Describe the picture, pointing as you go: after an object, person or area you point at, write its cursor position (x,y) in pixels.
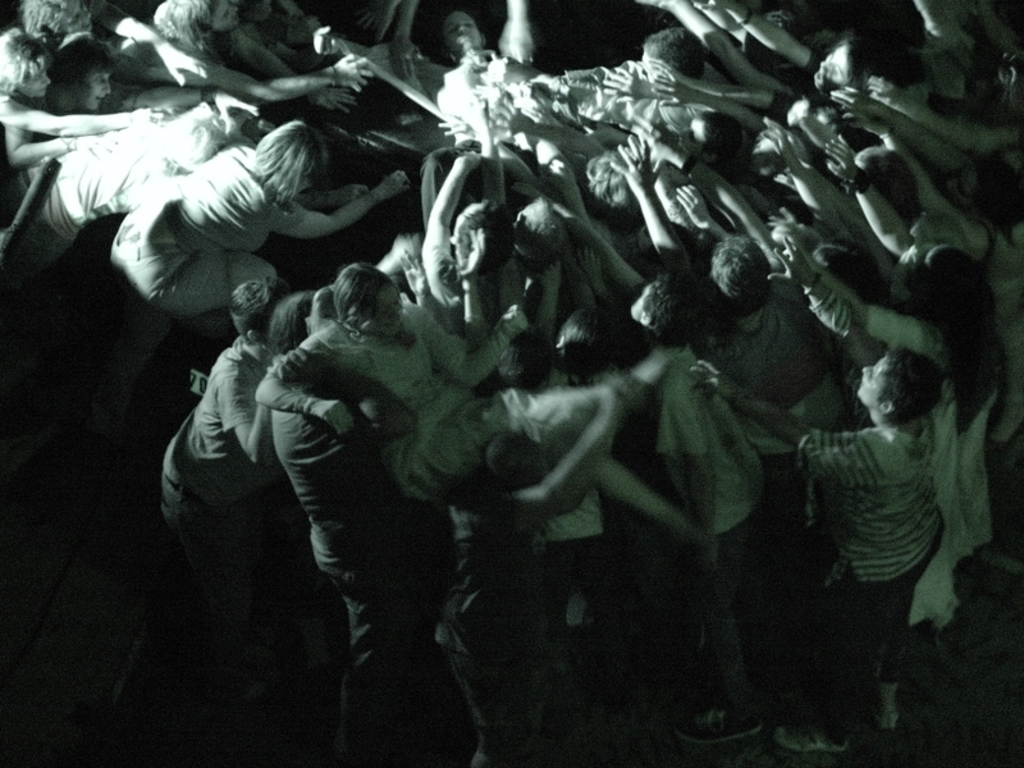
In this image, we can see a group of people (683,457) are raising their hands (592,267). Here we can see few people (508,542) are carrying a woman (376,372). Top of the image (399,144), we can see some object (380,151).
